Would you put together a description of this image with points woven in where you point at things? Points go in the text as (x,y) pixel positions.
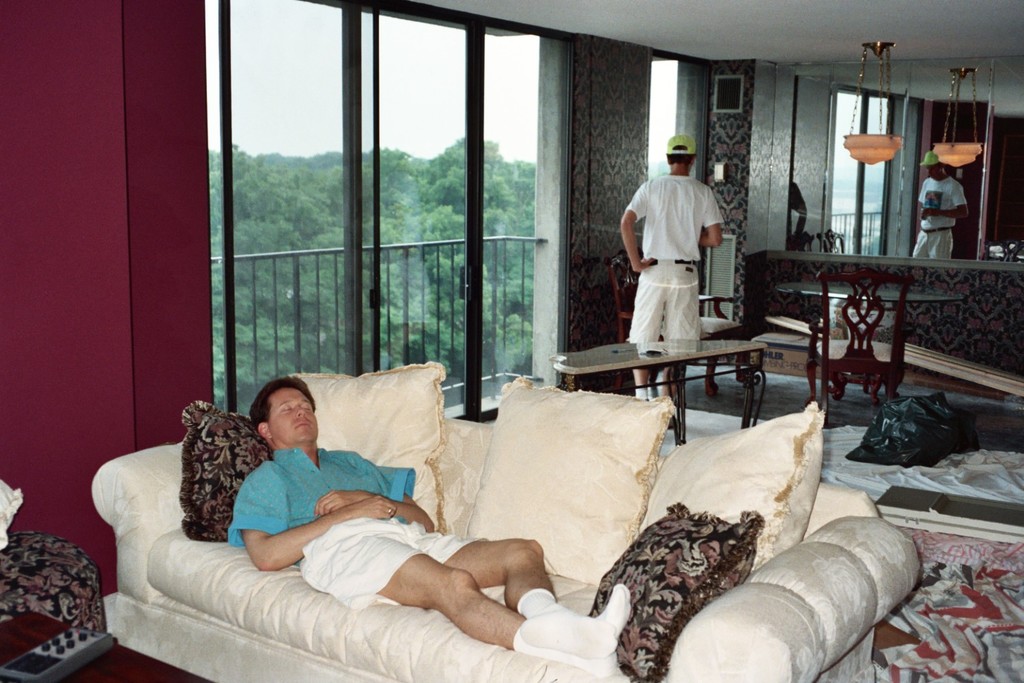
In this image there are two persons (400,519) at the foreground of the image (312,546) there is a person (405,604) sleeping on the couch (639,485) and at the right side of the image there is a person (676,304) standing on the floor (693,383) and at the background of the image (303,333) there are trees (334,303) and fencing (296,322).
